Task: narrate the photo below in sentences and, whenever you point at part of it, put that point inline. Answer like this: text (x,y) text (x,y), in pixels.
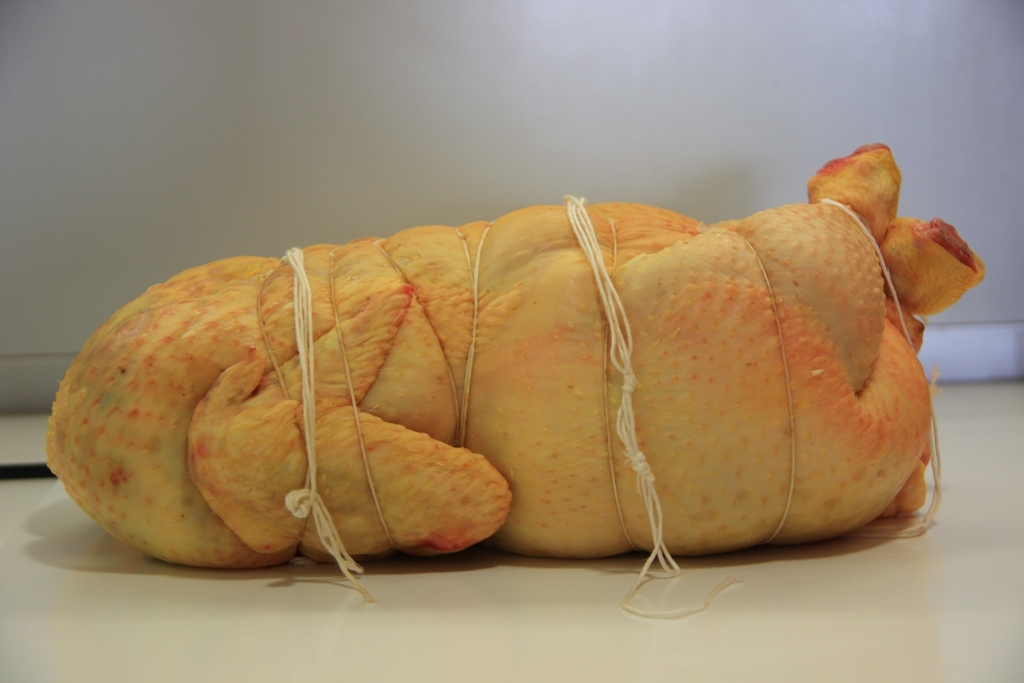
In this image I can see meat (520,405) tied with the threads (877,251). There is a white background (900,52).
